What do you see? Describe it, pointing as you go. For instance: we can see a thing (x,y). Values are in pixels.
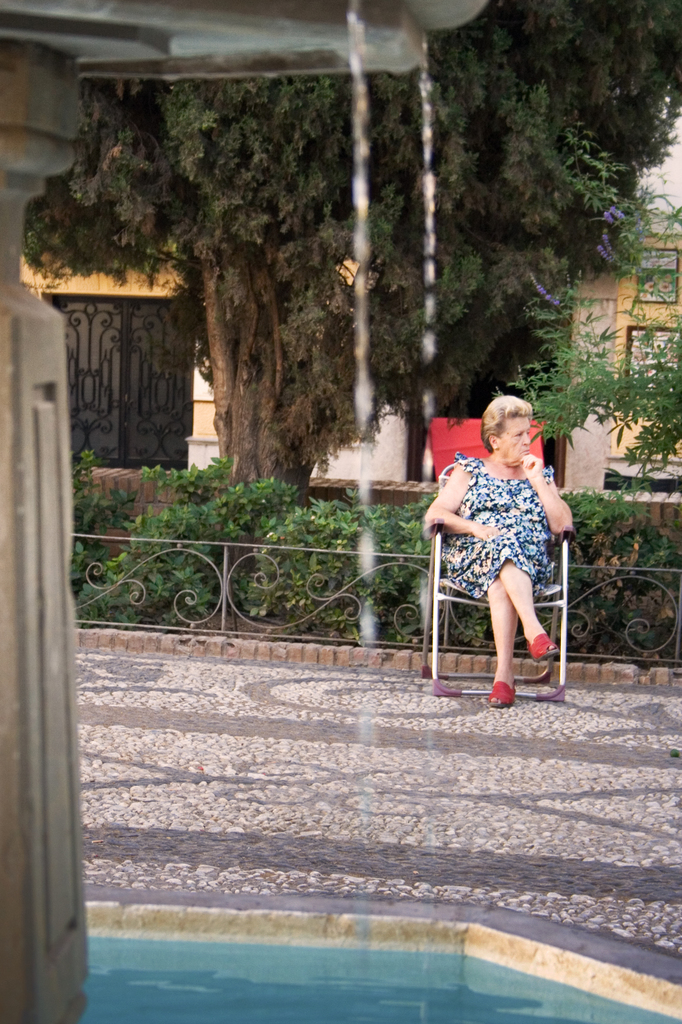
In this image, we can see a fountain (358,905), there is a floor (274,742), there is an old woman (493,517) sitting on the chair (437,574), there are some green color plants (193,576) and a tree (272,298).
